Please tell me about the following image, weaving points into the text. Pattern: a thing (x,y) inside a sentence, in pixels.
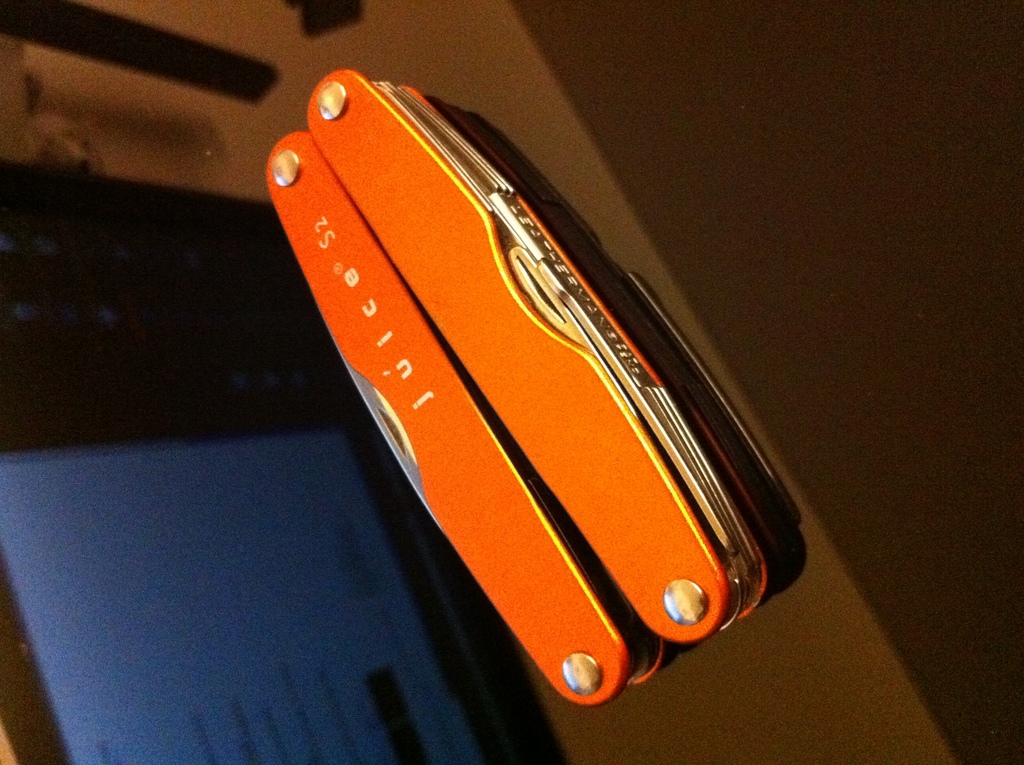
In the center of this picture (505,388) we can see some objects (471,450) and in the background (104,339) we can see the digital screen (144,542) and some other objects (222,48).
